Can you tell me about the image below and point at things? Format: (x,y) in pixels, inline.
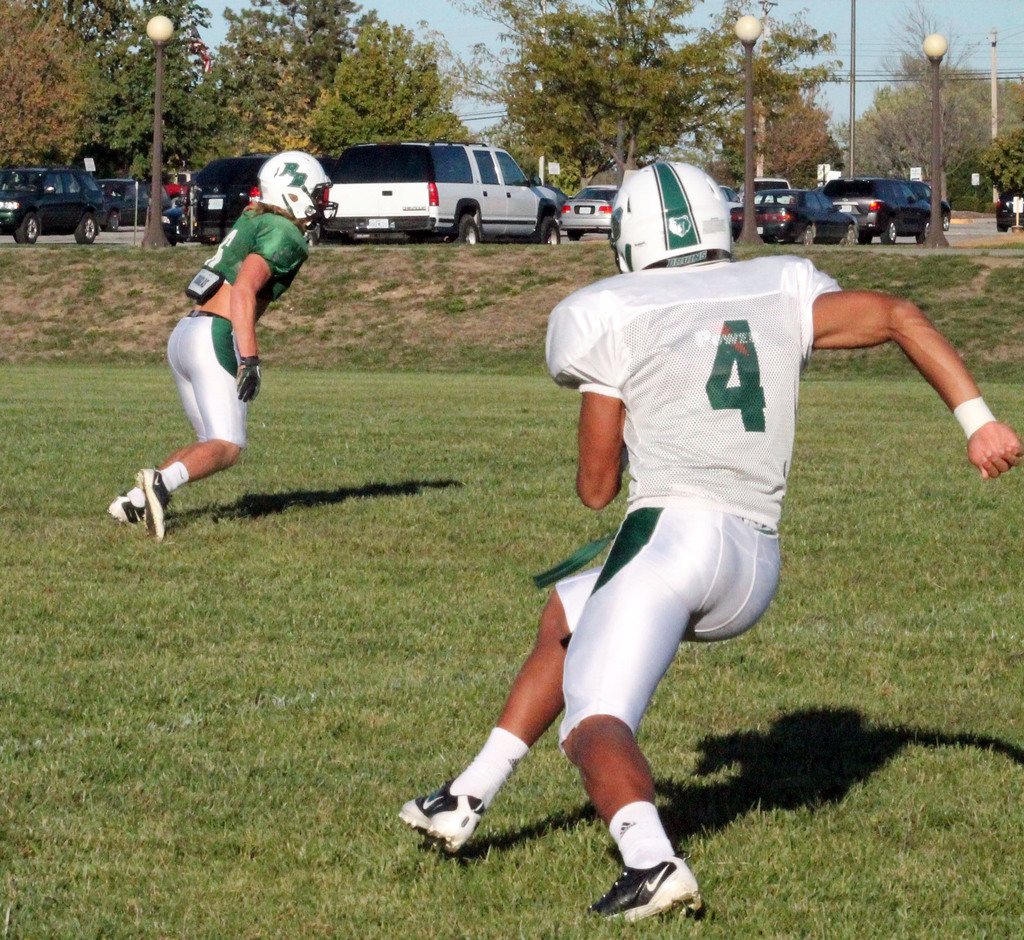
In this image there are two men (215,295) running on the ground (424,471). There is grass (340,414) on the ground (306,370). They are wearing jersey (666,327) and helmets (668,197). Behind them there are cars (467,157) parked on the road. In the background (449,72) there are trees (778,56) and street light poles (746,45). At the top (472,15) there is the sky (861,24).
